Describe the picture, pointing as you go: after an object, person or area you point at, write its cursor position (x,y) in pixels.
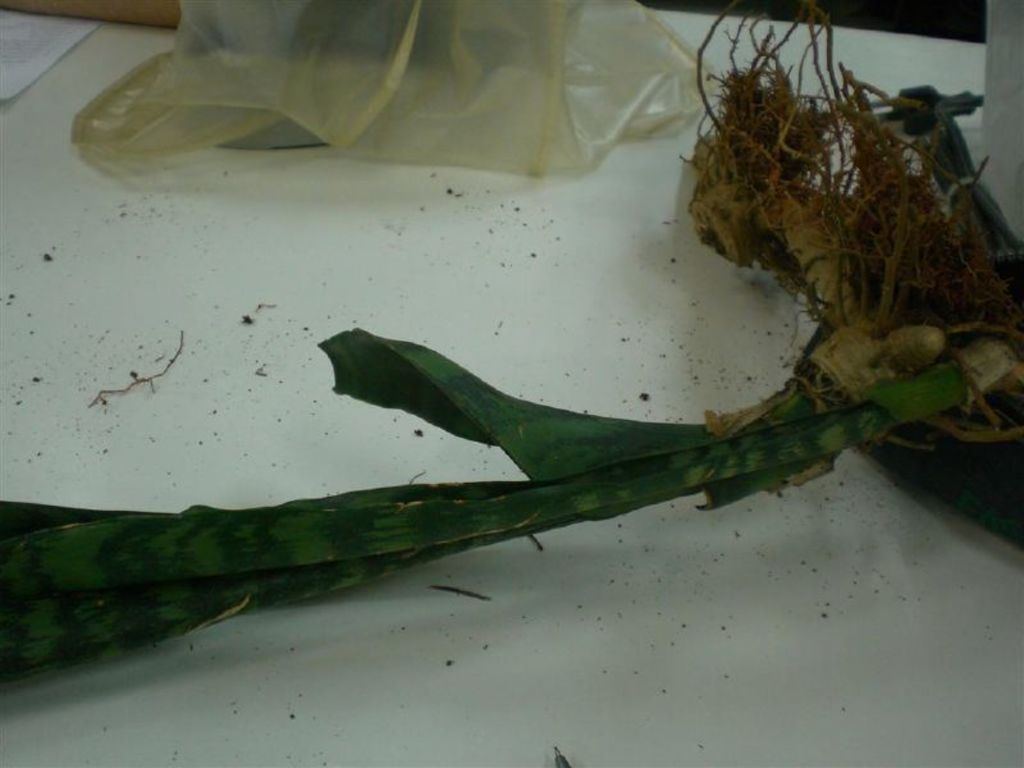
In this picture we can see a plant (790,460) and a plastic cover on the platform (527,628).
